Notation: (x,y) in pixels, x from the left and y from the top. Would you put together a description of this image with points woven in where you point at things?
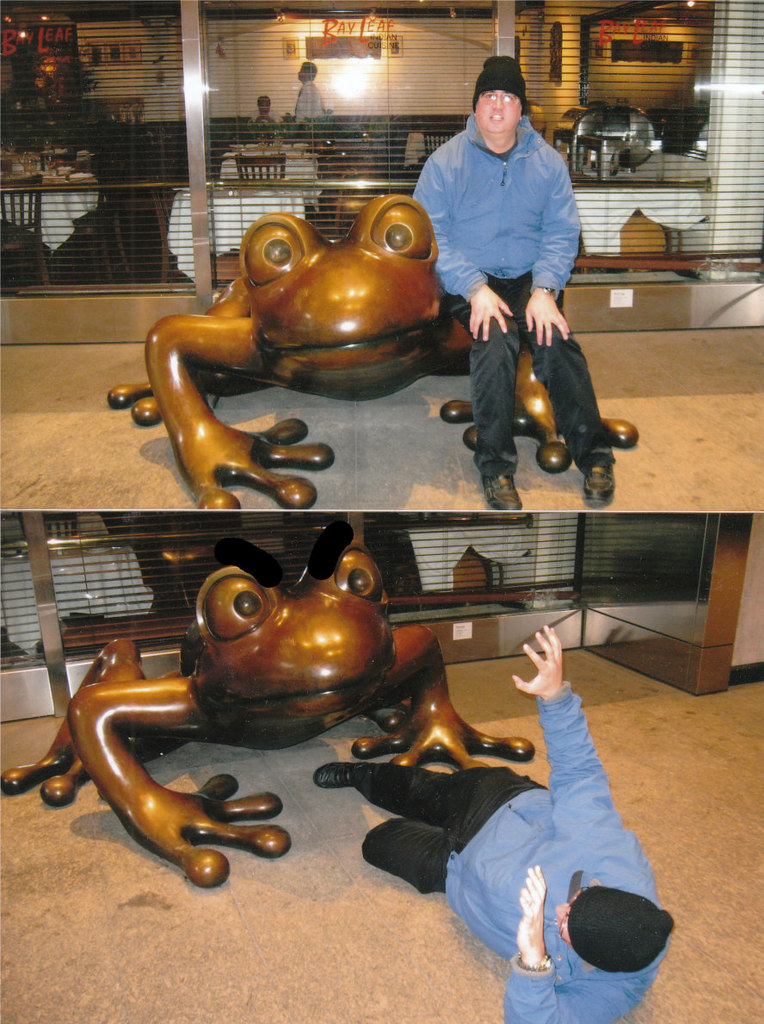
This image is a collage picture. In this image I can see people (479,110), chairs (120,211), tables (187,193), and wall (428,110), lights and other objects (296,346).
